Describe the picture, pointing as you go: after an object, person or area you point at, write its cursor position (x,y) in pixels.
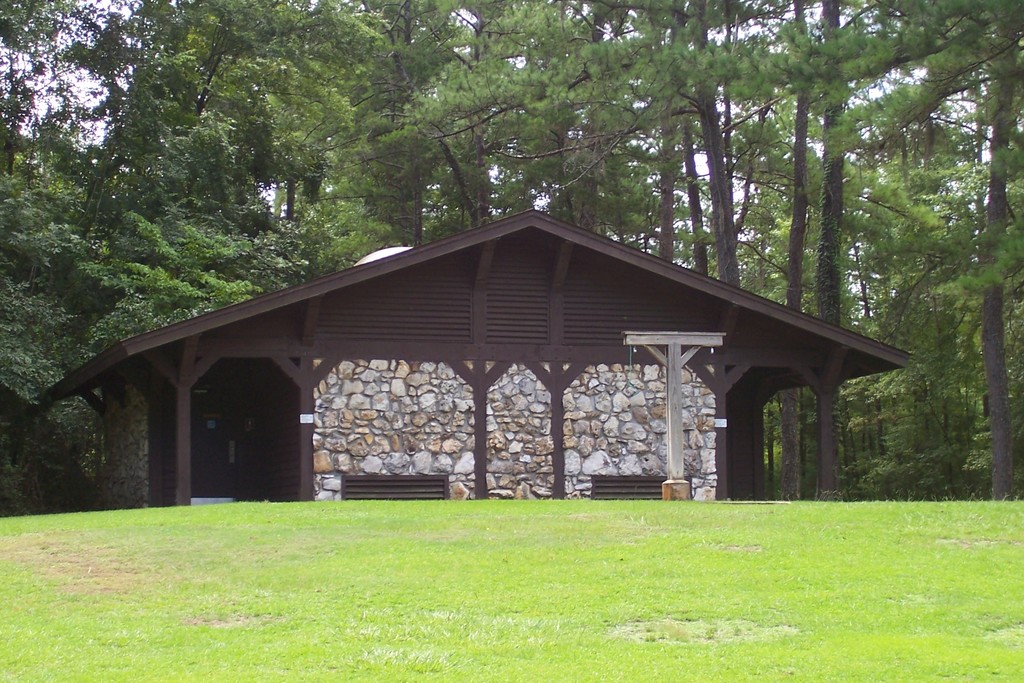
In this image I can see grass (480,519), a brown colour house (465,425) and number of trees (496,129) in background (646,135).
